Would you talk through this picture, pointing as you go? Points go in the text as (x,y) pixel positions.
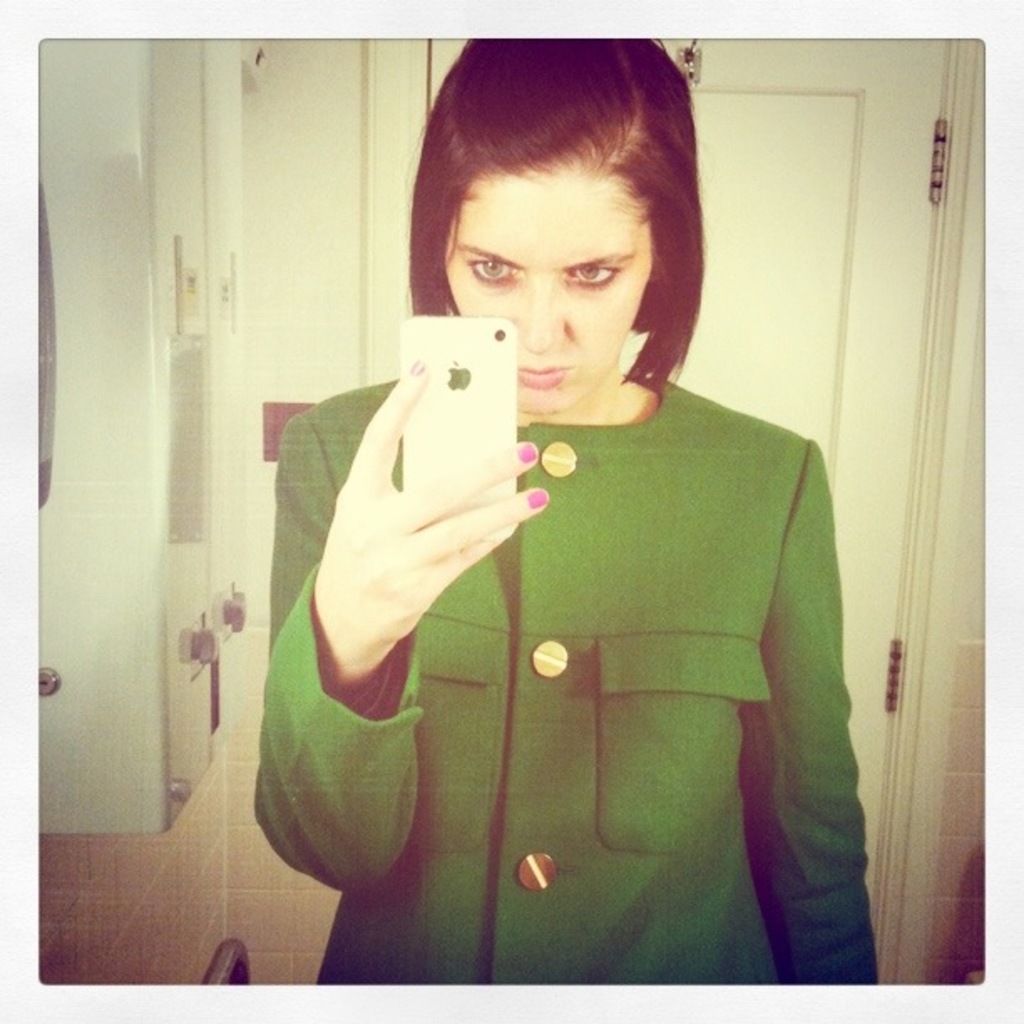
In this picture we can see a woman (661,746) is holding an iPhone (475,442), in the background (839,209) there is a door (848,220), this woman (614,638) wore a green color dress (679,535).
